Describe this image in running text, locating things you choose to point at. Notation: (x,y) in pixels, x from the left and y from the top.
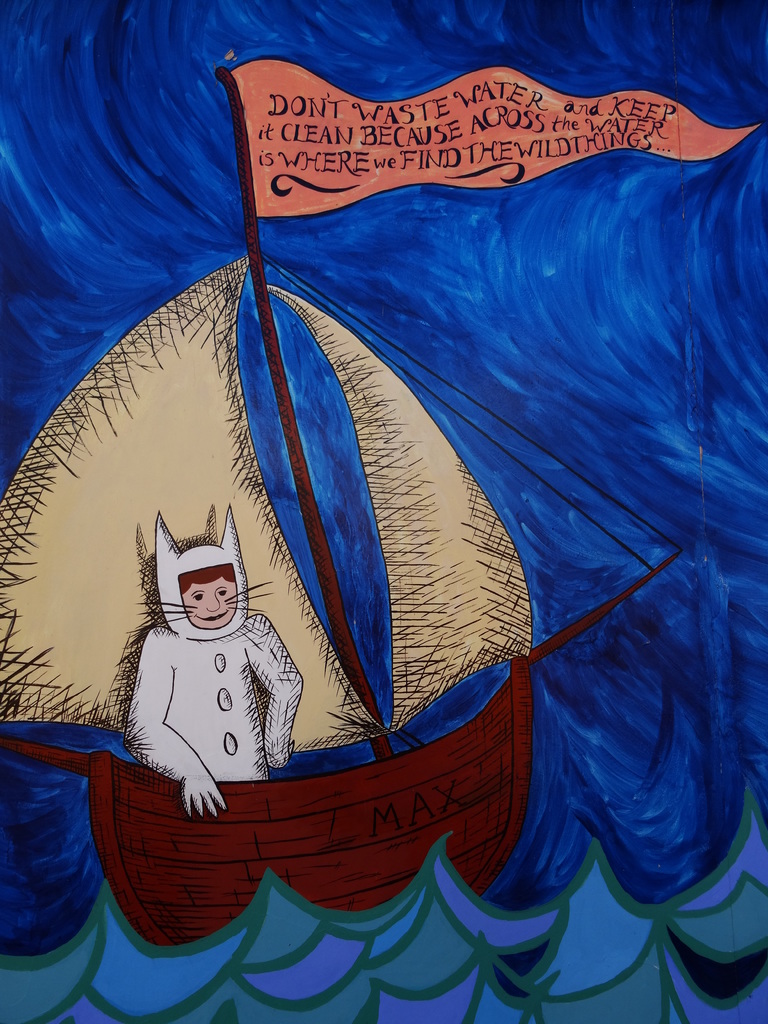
In this picture I can see the painting (489,555). In that painting (413,598) I can see the man (218,725) who is sitting on the boat (376,753). Beside him I can see the flag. At the bottom (738,912) it might be water (391,944).
